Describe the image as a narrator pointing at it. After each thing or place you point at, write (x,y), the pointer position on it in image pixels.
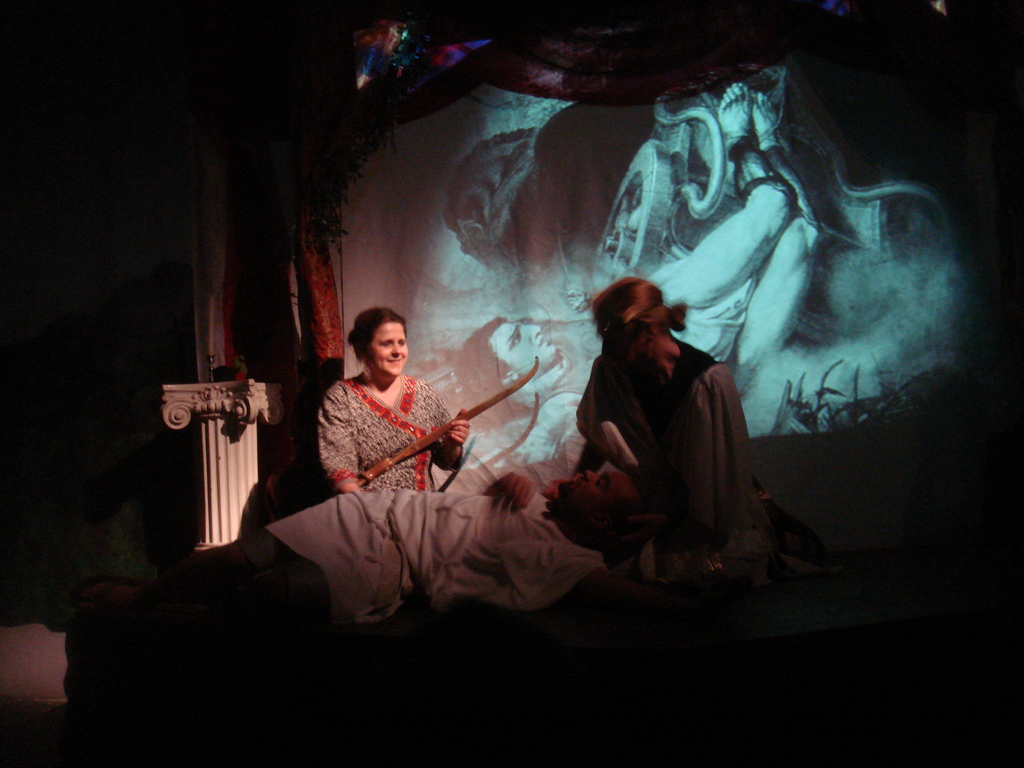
In this image, we can see persons (388,487) wearing clothes (349,423). There is a screen (471,267) in the middle of the image (542,325). There are curtains (520,71) at the top of the image (544,70).
